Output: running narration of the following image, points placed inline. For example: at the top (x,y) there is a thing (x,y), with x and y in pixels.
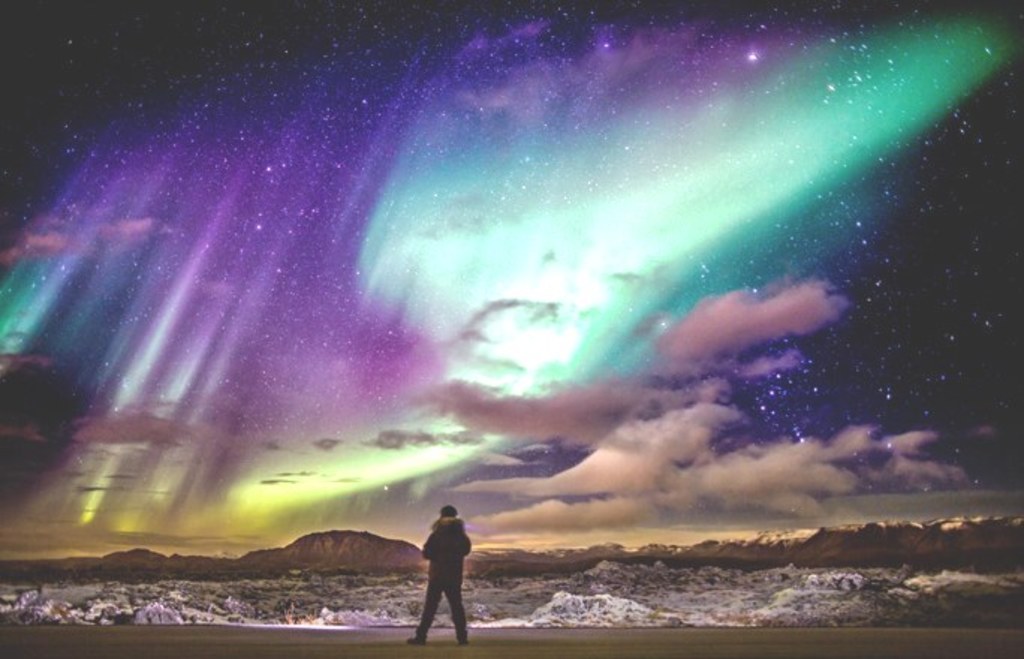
In the foreground of the pictures there is a person (453,585) standing. In the center of the picture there are mountains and the other objects (362,593) looking like trees (416,592). At the top (177,165) there are northern lights (563,289) in the sky (330,322) and there are stars (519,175) and clouds (614,410).
